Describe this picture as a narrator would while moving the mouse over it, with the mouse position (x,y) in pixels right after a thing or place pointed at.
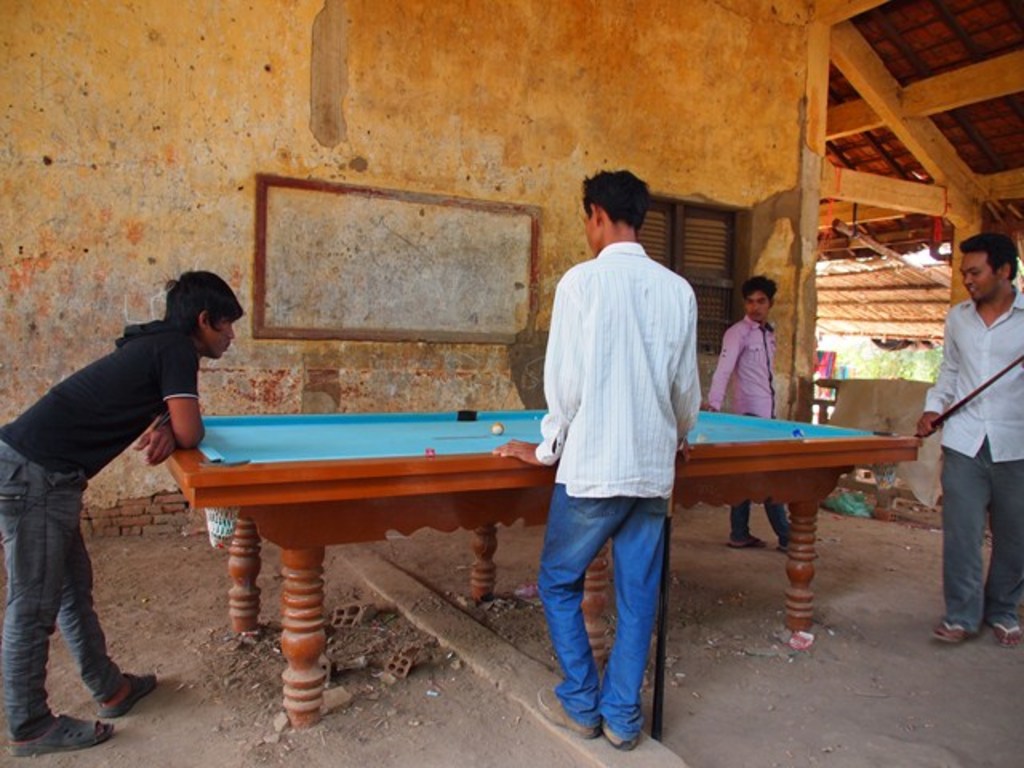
In this image, we can see a snooker table (451,503) with balls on the surface (259,427). We can see four persons (1023,428) around the table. On the right side of the image (954,485), a person (971,403) holding a stick (952,416) and walking. In the background (397,321), we can see the wall (467,134), board (489,257), window (673,253), clothes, pillars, trees (935,370) and few objects (861,490).
